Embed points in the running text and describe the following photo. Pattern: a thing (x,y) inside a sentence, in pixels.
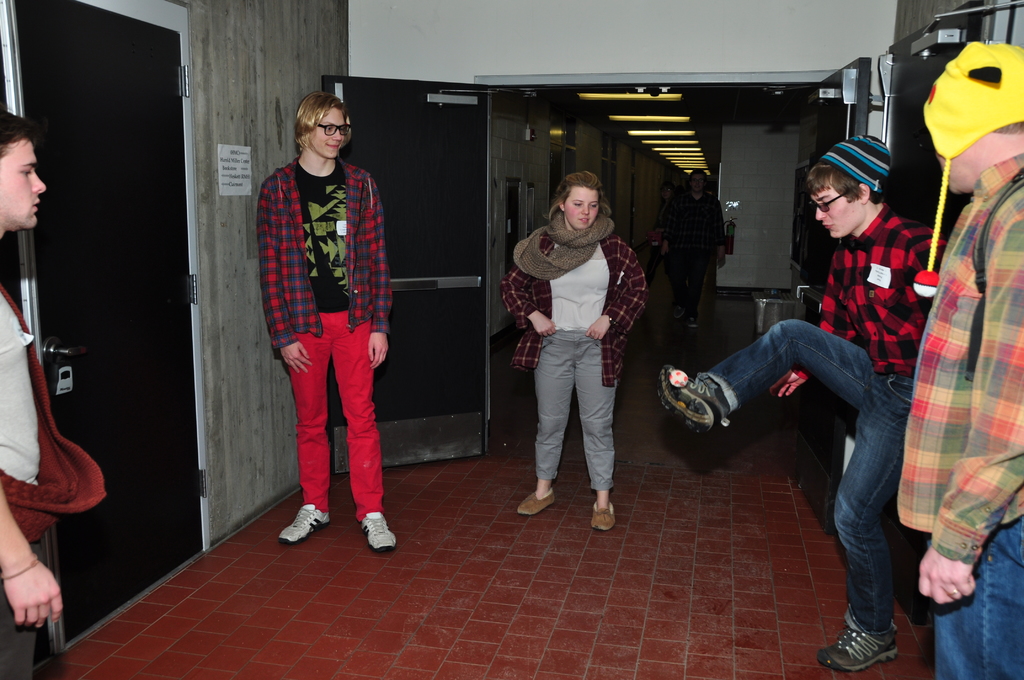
This picture shows few people (981,170) standing and a man (847,335) playing with a ball (673,381) with his leg (705,375) and couple of men (878,230) wore caps (941,203) on their head (1015,135) and we see few people (687,226) walking and we see doors (163,186).
